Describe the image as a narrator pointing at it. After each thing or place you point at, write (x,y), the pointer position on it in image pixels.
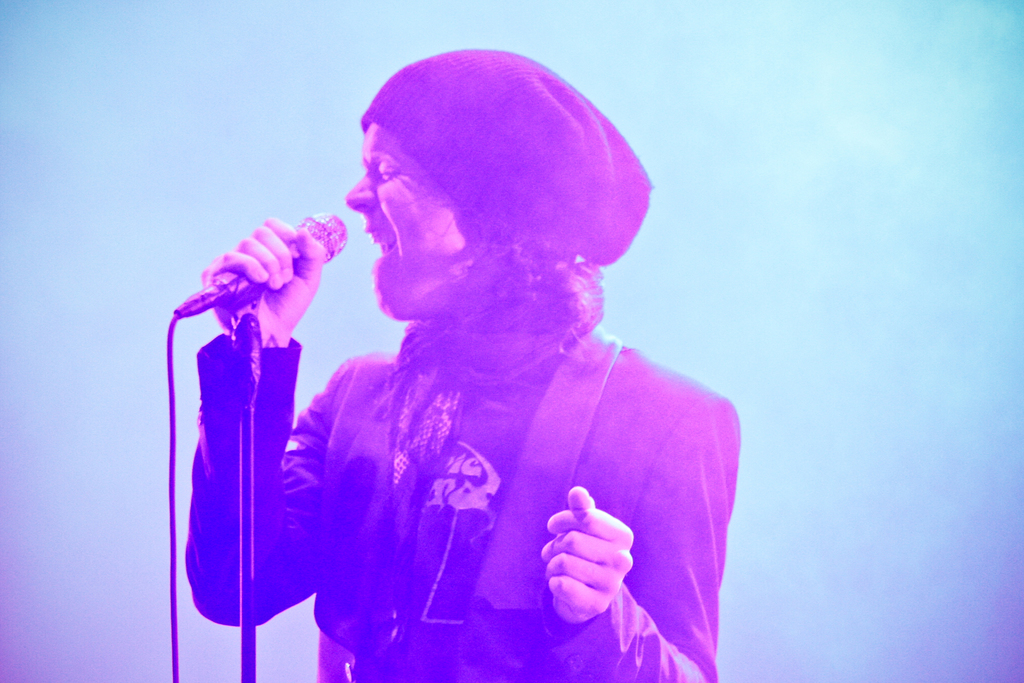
In this image in the center (599,420) there is one person (540,487) who is standing and he is holding a mike (325,244) and it seems that is singing, in the background (45,376) there is fog (98,266).
